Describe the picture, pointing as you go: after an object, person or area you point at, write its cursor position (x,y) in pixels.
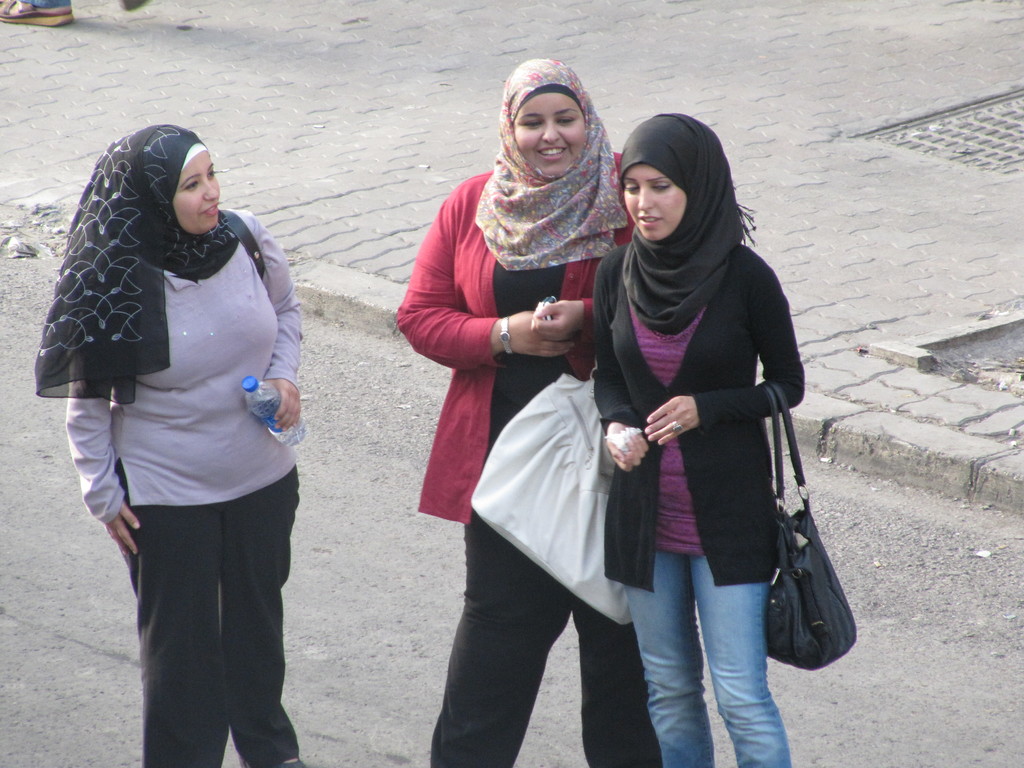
In this picture I can see three persons (199,246) standing, a person (207,257) holding a bottle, and there is road (104,727).
